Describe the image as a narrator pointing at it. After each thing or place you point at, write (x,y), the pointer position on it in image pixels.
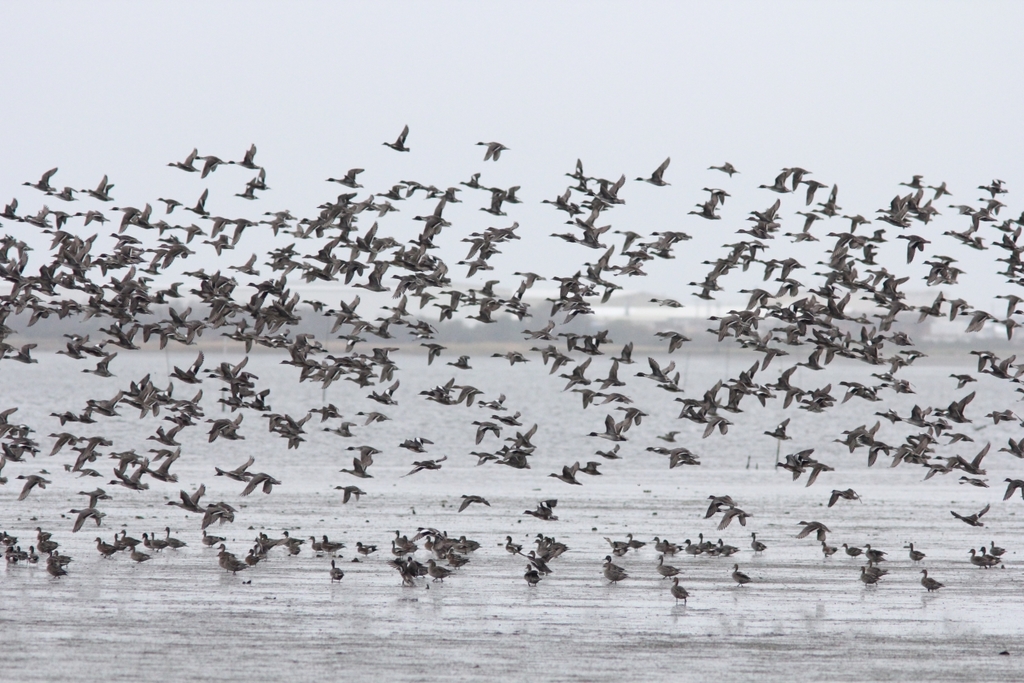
There are birds (557,367) and a surface of water (446,427) present at the bottom of this image (529,498) and the sky (540,188) is in the background (439,170).
